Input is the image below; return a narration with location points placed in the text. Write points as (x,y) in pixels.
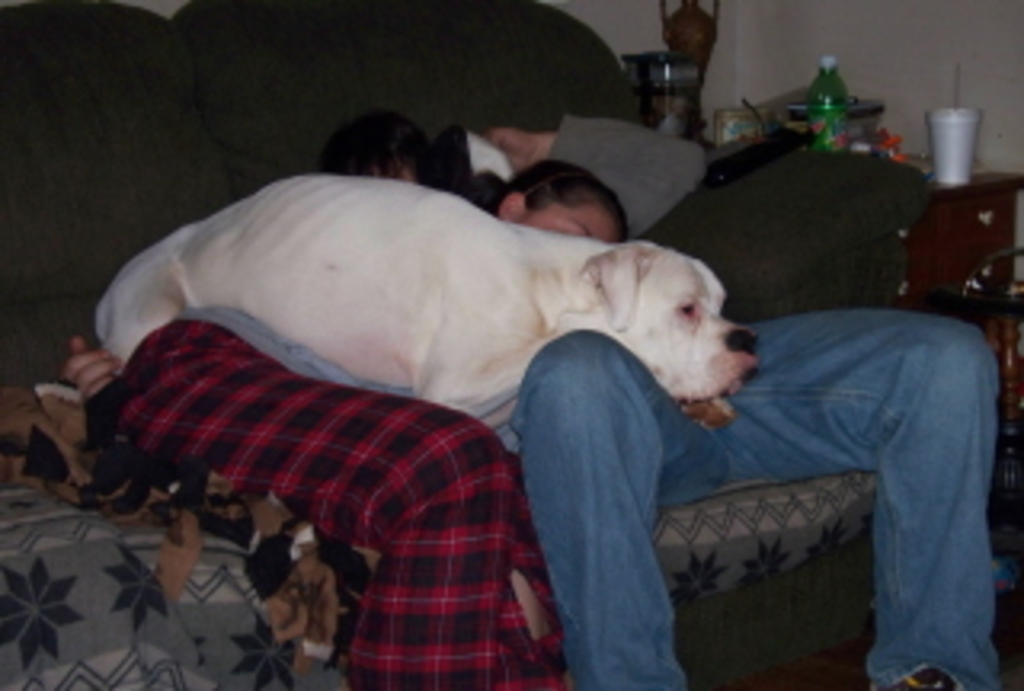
In this picture I can see there a dog (487,323) lying on the person (446,472) and they are sitting on a couch (878,215). Onto right side (952,145) there is a table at the right side (846,98) and there is a bottle (832,88) and a glass (954,163), placed on the table (999,191), there is a wall (781,66).
